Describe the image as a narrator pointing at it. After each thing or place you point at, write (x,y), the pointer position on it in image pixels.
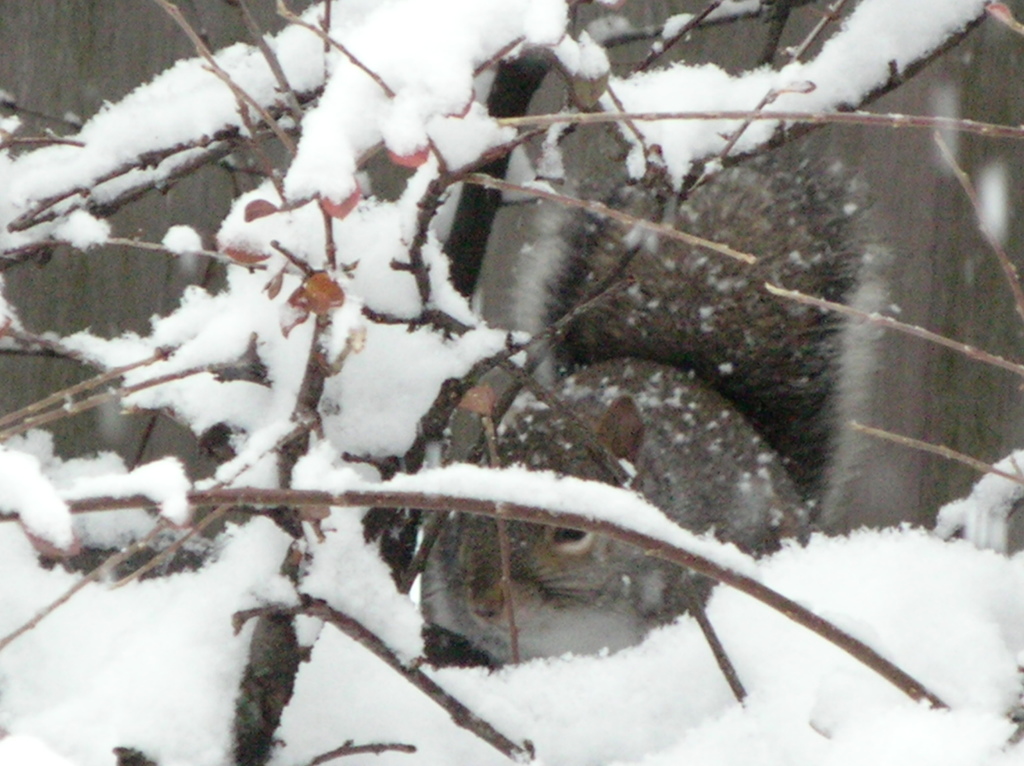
In the foreground of the picture (390,129) we can see snow (345,142), leaves (303,314), stems (327,353) and squirrel (706,458). The background (39,49) is blurred.
